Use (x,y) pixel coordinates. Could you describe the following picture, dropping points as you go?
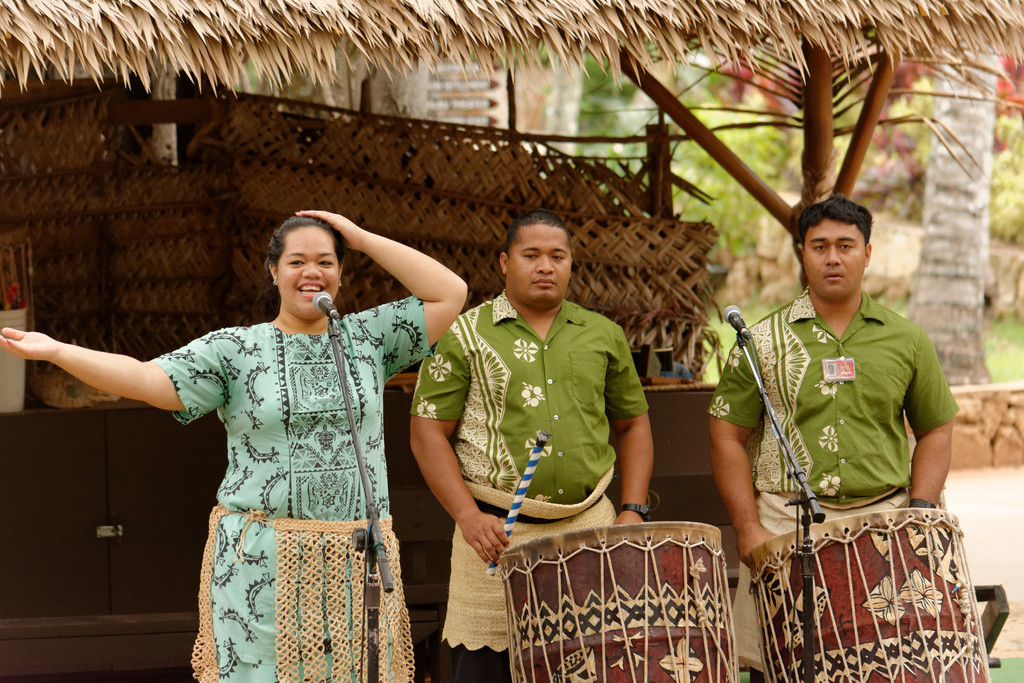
In this image, three peoples (493,334) are standing near the microphone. Few (856,360) are playing a musical instrument (763,552). And the background (179,574), we can see some hut (304,208) and wooden piece cupboards (154,539). And right side (962,215), trunk (962,182), plants (786,153), grass (1000,367) here.
